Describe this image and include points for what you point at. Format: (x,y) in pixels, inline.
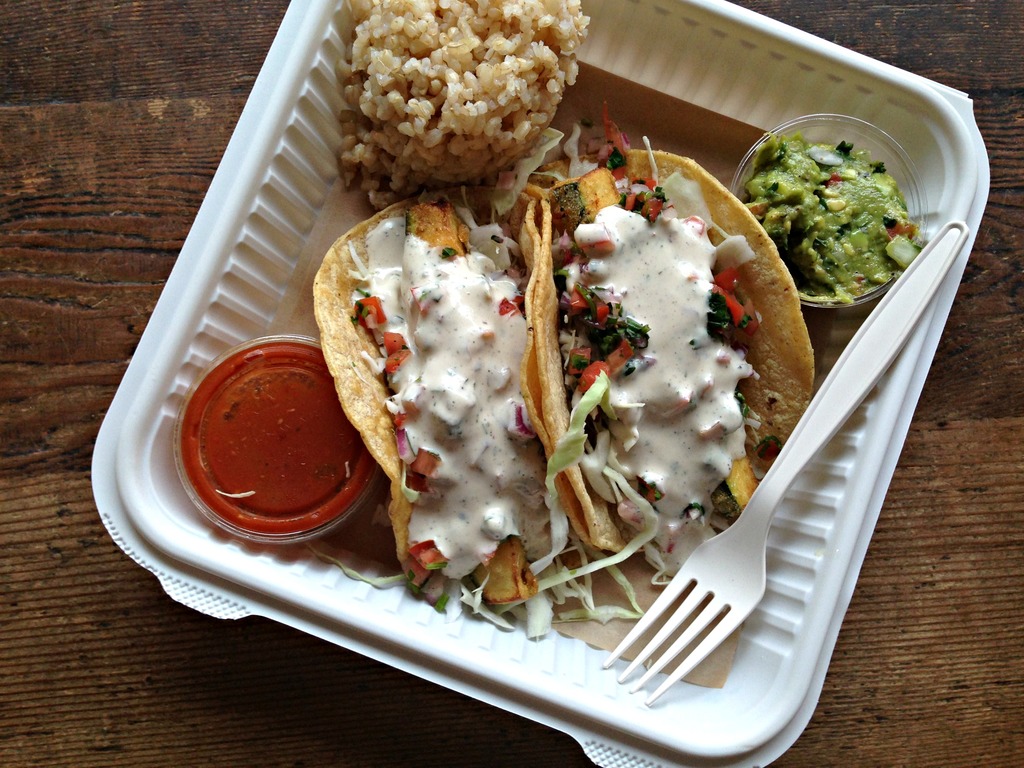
In this image there is a table (224,730) and we can see a bowl (437,646) containing food (560,346), fork (698,577), sauce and bowls (300,464) placed on the table (941,565).
